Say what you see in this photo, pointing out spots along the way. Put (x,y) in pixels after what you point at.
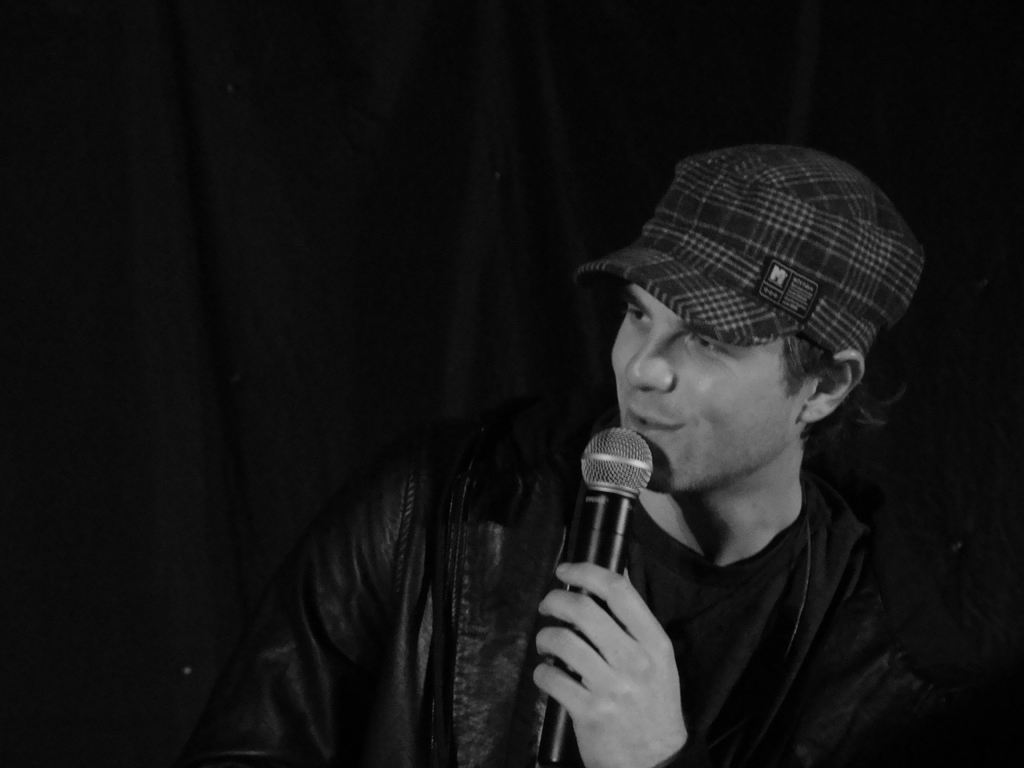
This is a picture of a man (435,712) talking, he is holding a microphone (632,470). Background (41,151) is dark.
